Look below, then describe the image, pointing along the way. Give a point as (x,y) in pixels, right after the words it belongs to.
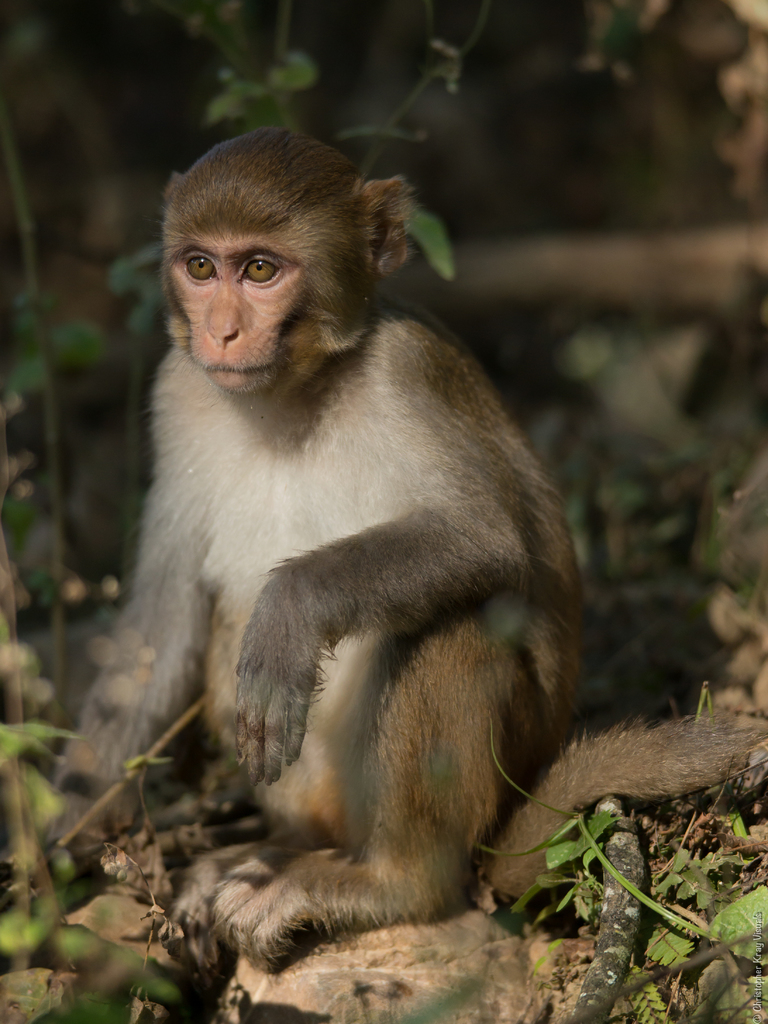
In this image a monkey (332,560) is sitting on the ground (430,938) facing towards the left side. At the bottom (66,934) few leaves (585,914) are visible. The background (103,96) is blurred.
